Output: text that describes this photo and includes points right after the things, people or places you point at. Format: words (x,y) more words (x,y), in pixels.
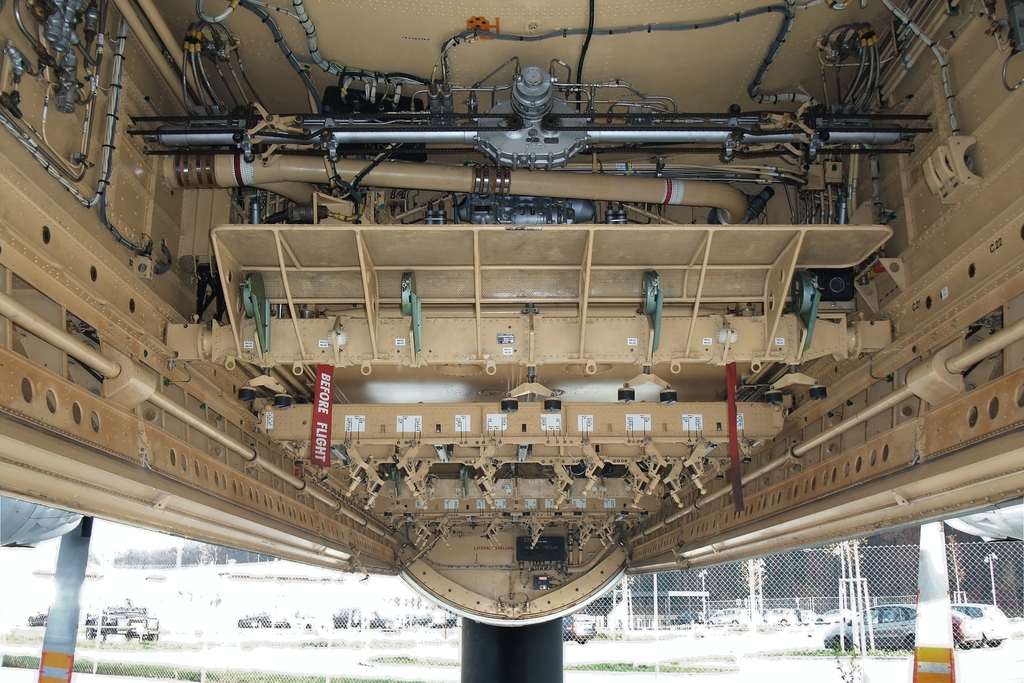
In the picture we can see under the aircraft (916,471) with some pipes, machines (455,440) and some wires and behind the aircraft (508,200) we can see a fencing (801,581) and behind it we can see some cars (906,641) parked.
